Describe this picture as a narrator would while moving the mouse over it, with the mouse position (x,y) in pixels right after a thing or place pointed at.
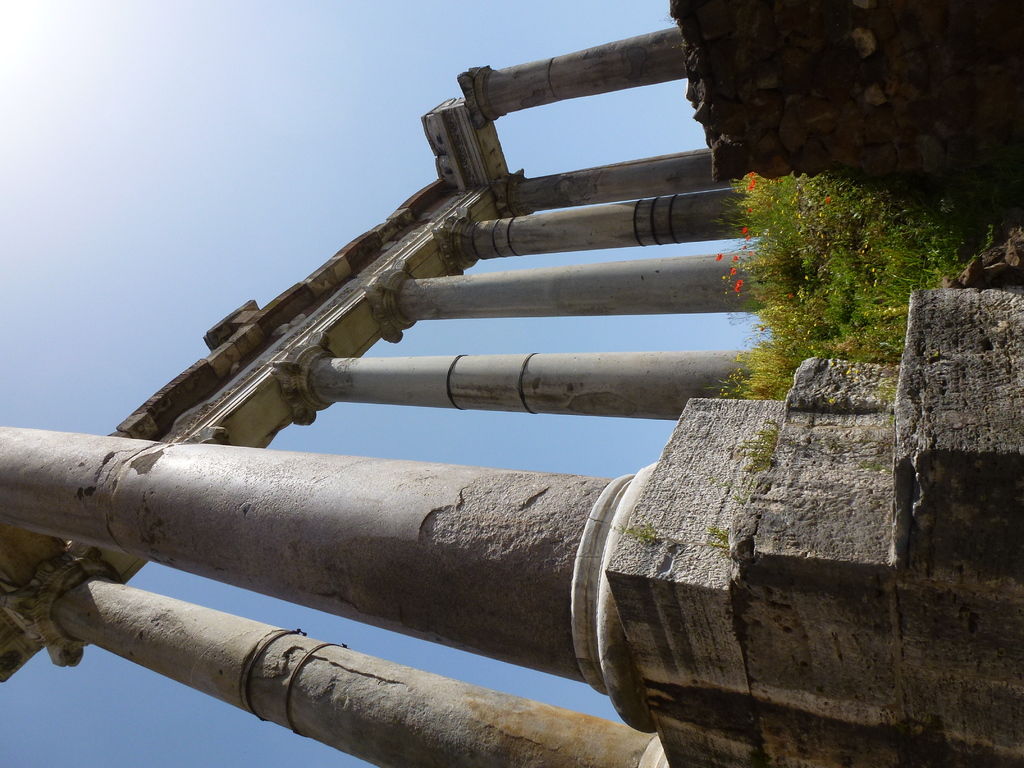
In the image we can see there are poles (328,668) and there are flowers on the plants (828,329). There is a clear sky (190,120).
